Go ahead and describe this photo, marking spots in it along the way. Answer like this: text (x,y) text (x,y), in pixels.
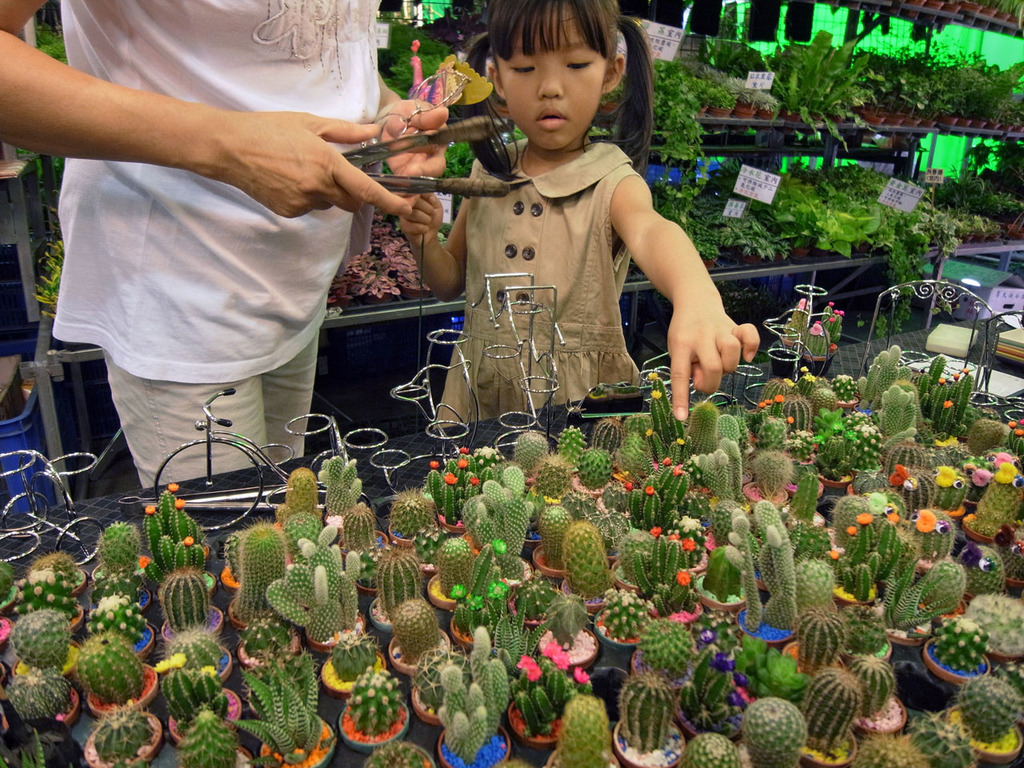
In this image in the center (606,371) there is one person (243,265) and one girl (499,273) standing, and the person (118,187) is holding something and tongs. At the bottom (233,628) there is table (243,710), on the table (789,661) there are some flower pots (90,751), plants (272,540) and some other objects (519,385). In the background (911,224) also i can see some flower pots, plants (865,184), boards (885,202) and some other objects (985,293).
